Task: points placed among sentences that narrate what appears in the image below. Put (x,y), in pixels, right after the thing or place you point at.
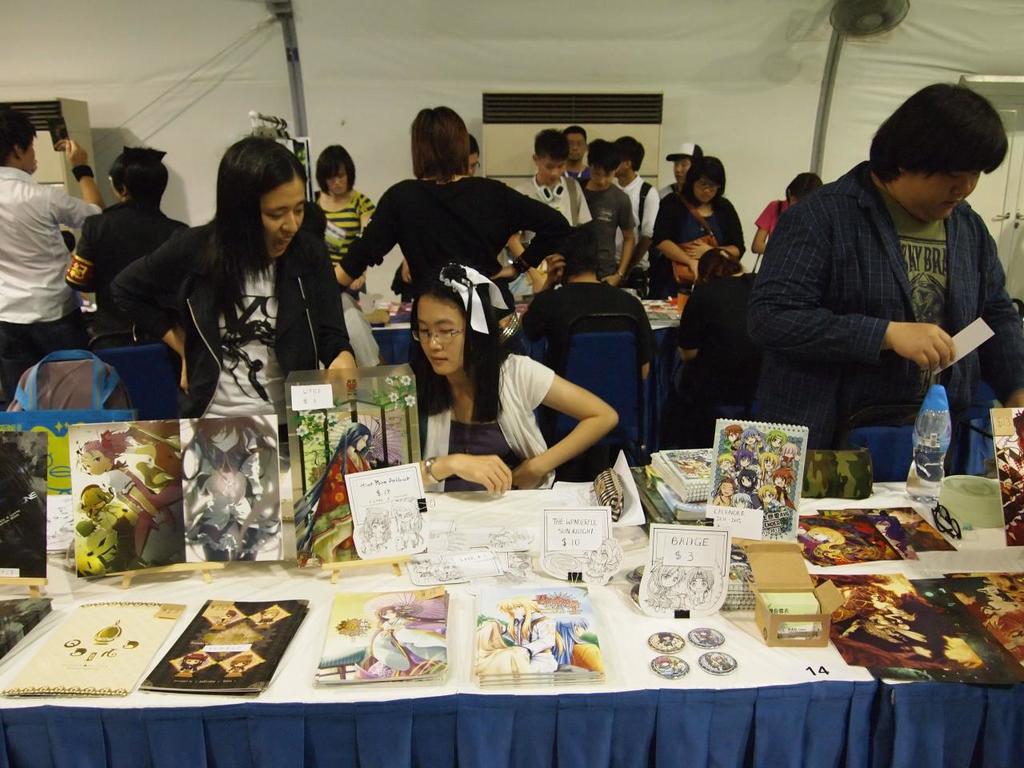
In this picture I can see there are some people (834,349) standing and a person (486,447) sitting here and there is a table (484,750) here and there are some objects (495,548) placed here on the table (697,623).
